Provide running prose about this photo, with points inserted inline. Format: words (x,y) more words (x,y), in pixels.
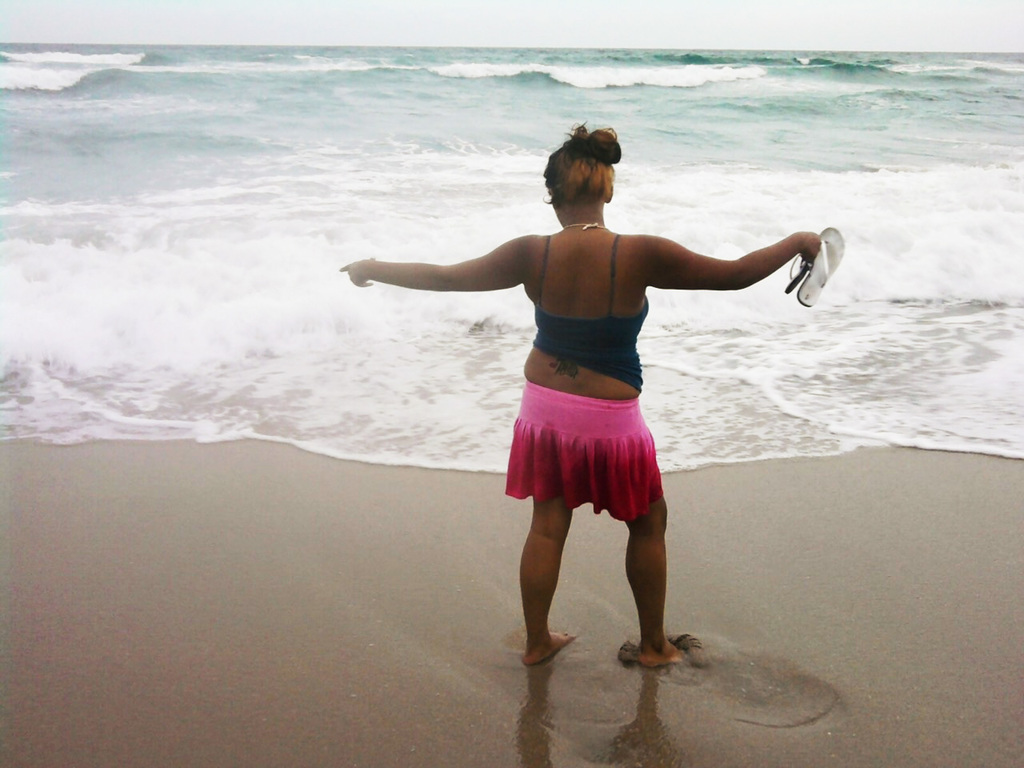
In this image, we can see a woman (528,471) is holding footwear (826,257) and standing on the sea shore (577,680). In the background (495,365), we can see the water (425,189) and sky (611,21).
